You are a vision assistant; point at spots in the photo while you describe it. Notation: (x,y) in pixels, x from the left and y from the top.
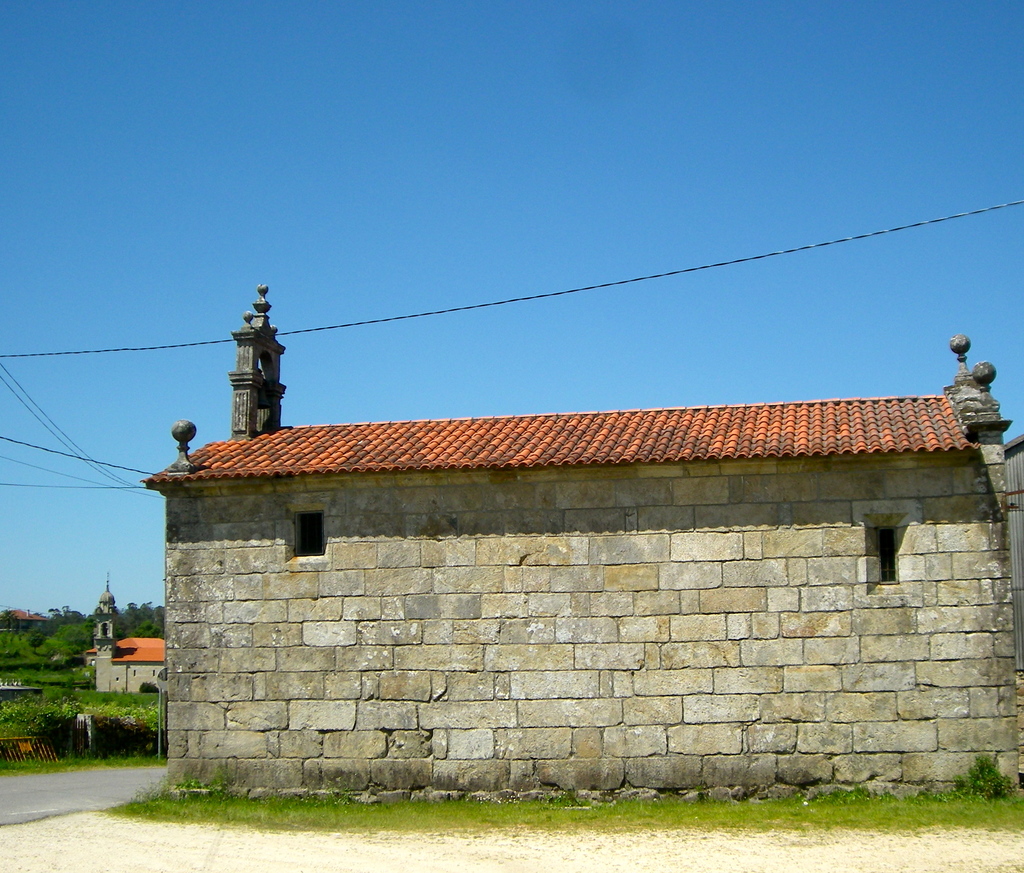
In this image I can see few houses (382,546), trees (155,616), wires (131,487) and small plants (83,676). The sky (350,240) is in blue color.
